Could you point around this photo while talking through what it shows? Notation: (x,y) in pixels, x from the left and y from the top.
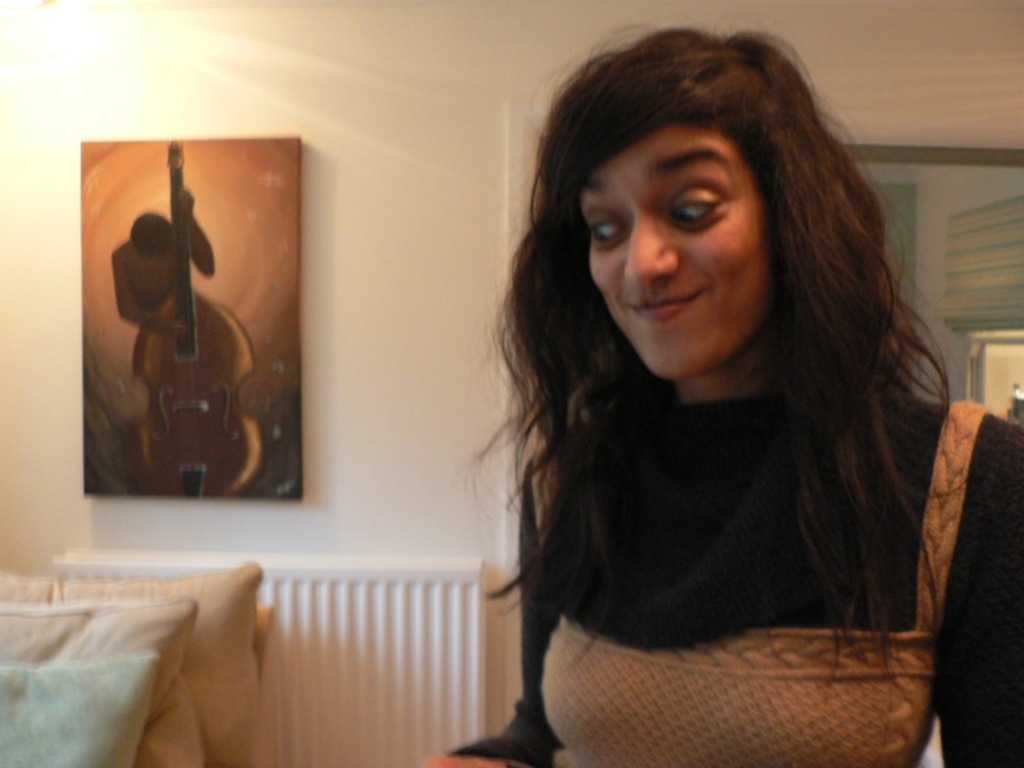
To the right side (906,542) there is a lady (885,495) with black and brown color dress (822,697). She is smiling and looking down. To the left side (189,681) there are cushions (196,651). And to the wall (473,380) there is a frame (181,242).
